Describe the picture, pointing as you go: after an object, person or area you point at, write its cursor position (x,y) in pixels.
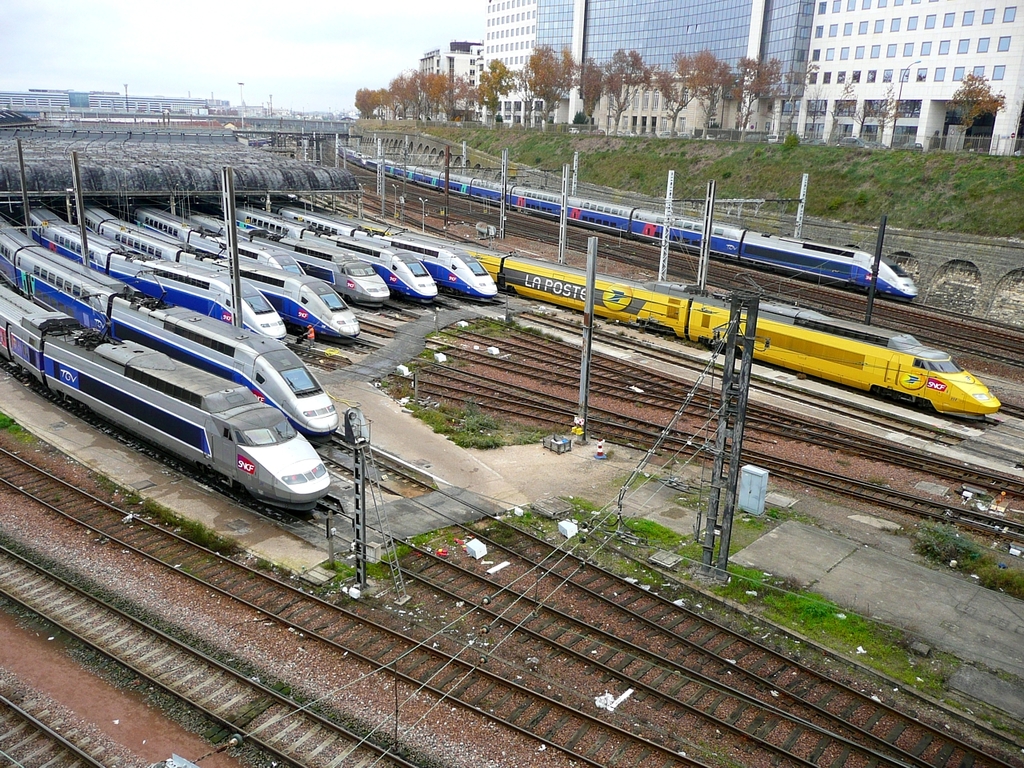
In the image we can see there are trains (333,268) standing on the railway tracks (644,423) and there are trees (625,94). Behind there are buildings (654,45).
